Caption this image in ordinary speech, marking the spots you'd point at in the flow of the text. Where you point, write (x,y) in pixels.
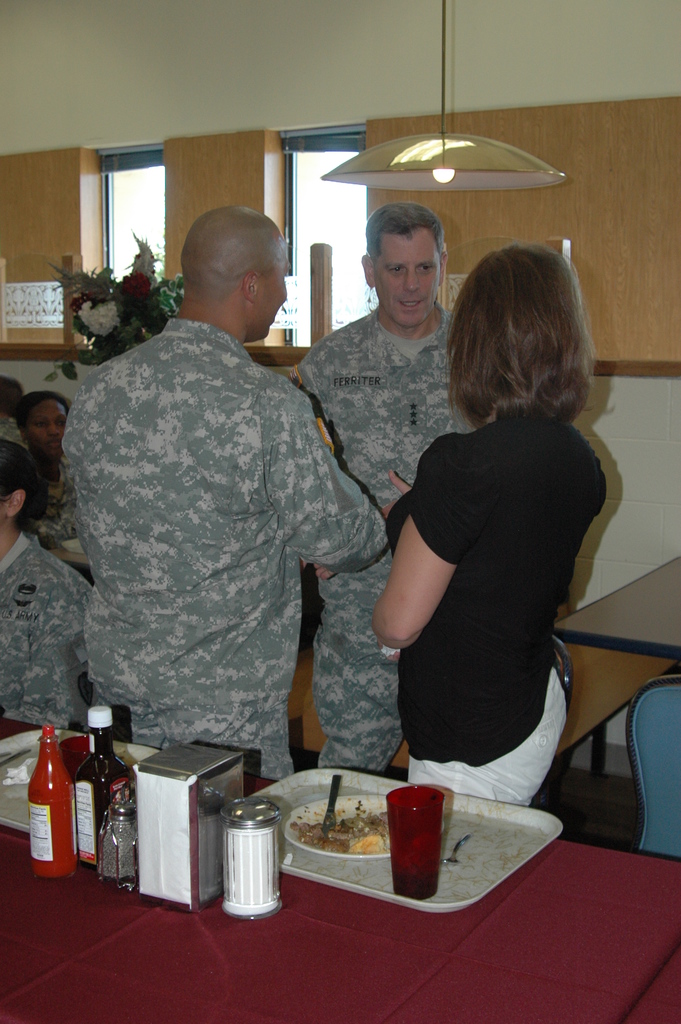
In this picture we have two person (283,510) standing and one woman (537,339) they are talking with each other in front of them there is a table (378,1013) on the table (533,975) we have bottles (101,763) plate (348,844) eatable things (381,847) and back side some people (20,456) are sitting and there are some chairs (649,808).
